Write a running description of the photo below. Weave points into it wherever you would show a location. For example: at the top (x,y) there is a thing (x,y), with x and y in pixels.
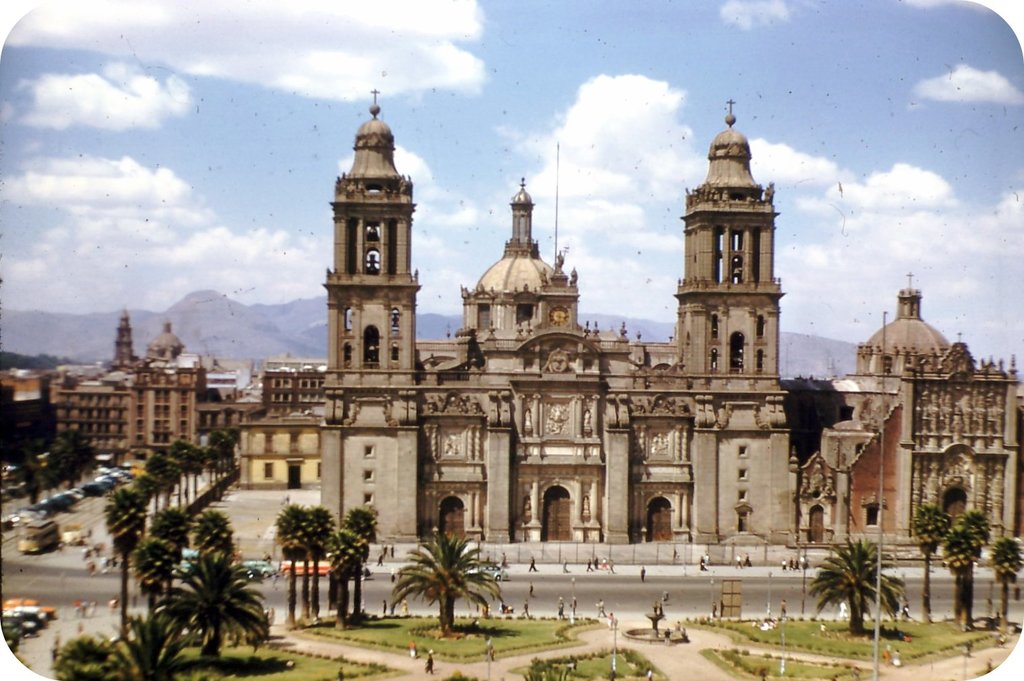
The picture looks like a depiction. In the foreground of the picture (441,577) there are trees (190,626), grass (390,624) and people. In the center of the picture (588,430) there are buildings (301,453), trees (78,472), people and road (516,583). In the background (146,323) there are hills (146,323). At the top (316,92) it is sky (633,39).
